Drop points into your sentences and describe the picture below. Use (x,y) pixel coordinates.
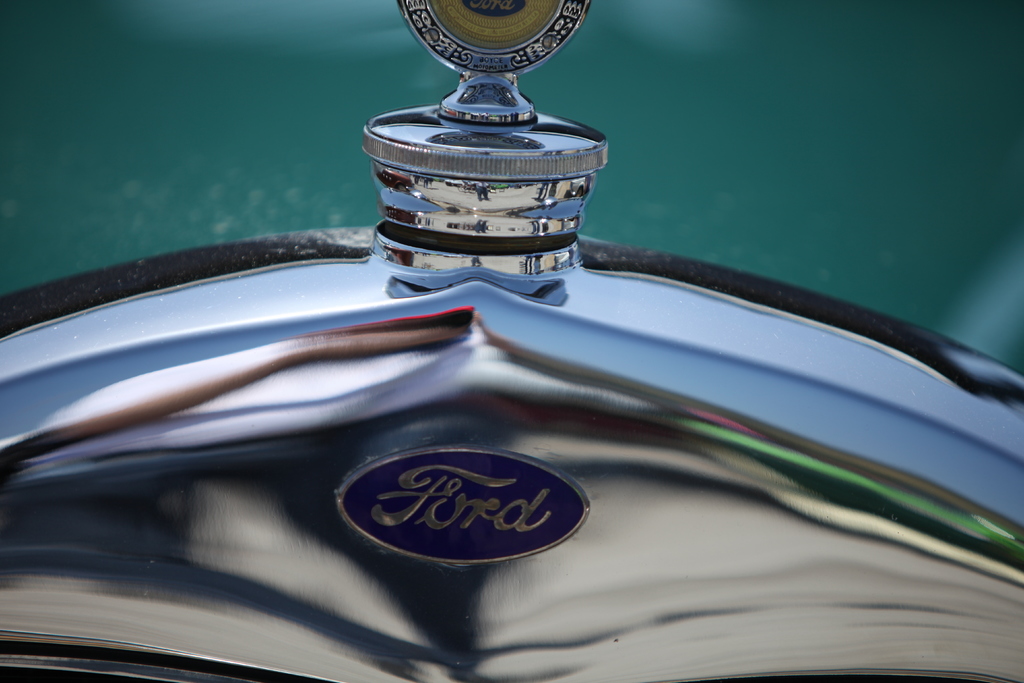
In this picture we can see the partial part of a vehicle (245,624) and we can see this is a ford company vehicle (437,586). We can see the reflection (499,201).
